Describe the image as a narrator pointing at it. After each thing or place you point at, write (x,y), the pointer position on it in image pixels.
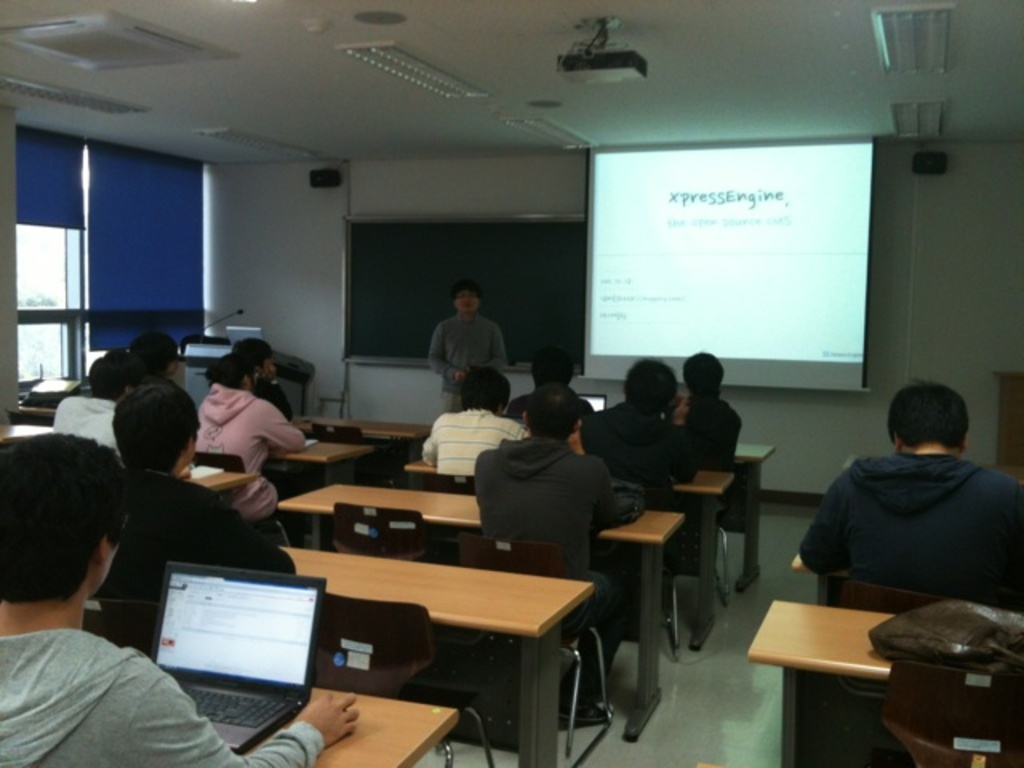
This picture shows a projector screen (678,209) and projector (598,34) to the roof (624,99) and we see people (98,511) seated on the chairs (541,572) and we see couple of laptops (269,651) on the table (374,706) and we see a man (448,354) standing and speaking and we see a green board (391,346) on the back (501,225). Picture looks like a classroom (854,648) and we see a podium (225,344) with a microphone (230,314) to it and we see bag (942,658) on the table (812,632).
